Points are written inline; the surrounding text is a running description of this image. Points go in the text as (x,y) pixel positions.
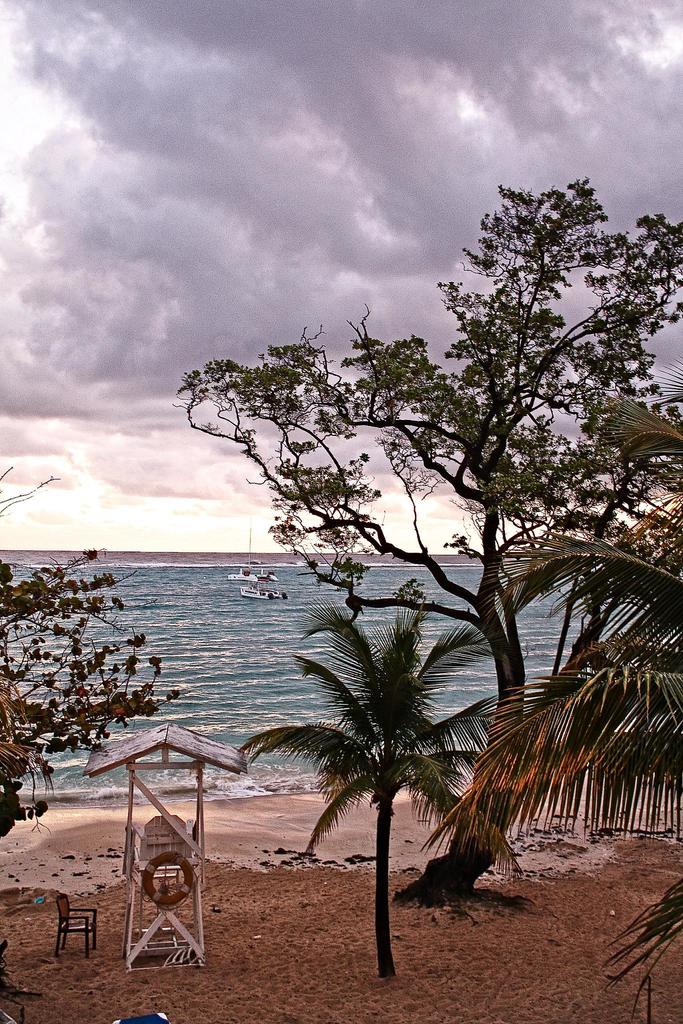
In this image there is water (246,636) in the middle (258,654). Beside the water (250,614) there is a beach (393,840). In the beach (415,852) there are trees (452,822) and a small wooden hut (151,848). Beside the hut (155,836) there is a chair (64,903). There are few boats (242,592) in the water (272,620). At the top (155,220) there is the sky (120,232). On the ground (439,975) there is sand (451,959).
